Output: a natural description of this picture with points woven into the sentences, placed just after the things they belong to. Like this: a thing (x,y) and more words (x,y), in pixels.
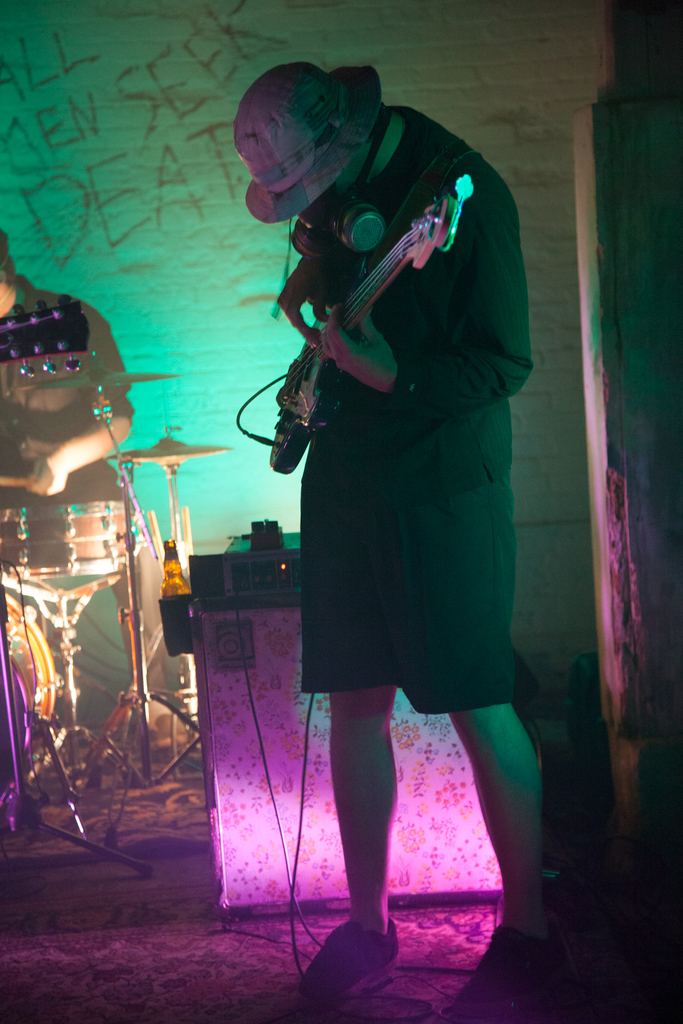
In this picture a black shirt guy (438,390) is playing a guitar (391,275) In the background (129,414) we observe a person (67,423) playing drums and there is a graffiti art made on the wall (66,129) which is named as ALL MEN SEEK DEATH.
